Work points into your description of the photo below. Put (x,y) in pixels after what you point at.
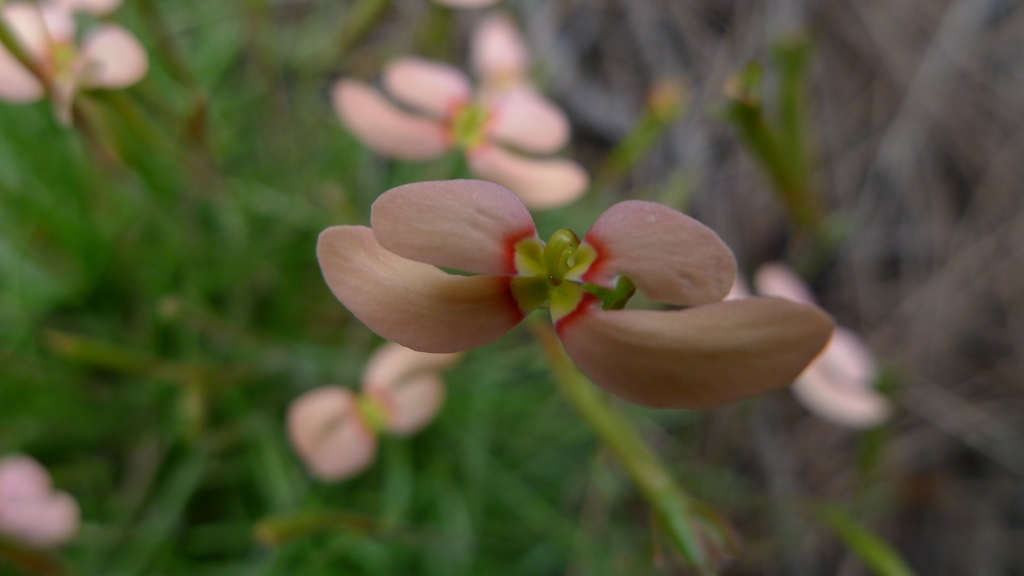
There is a flower (485,259). In the background (317,144) it is looking blur and there are flowers (361,456) and leaves (385,459).
